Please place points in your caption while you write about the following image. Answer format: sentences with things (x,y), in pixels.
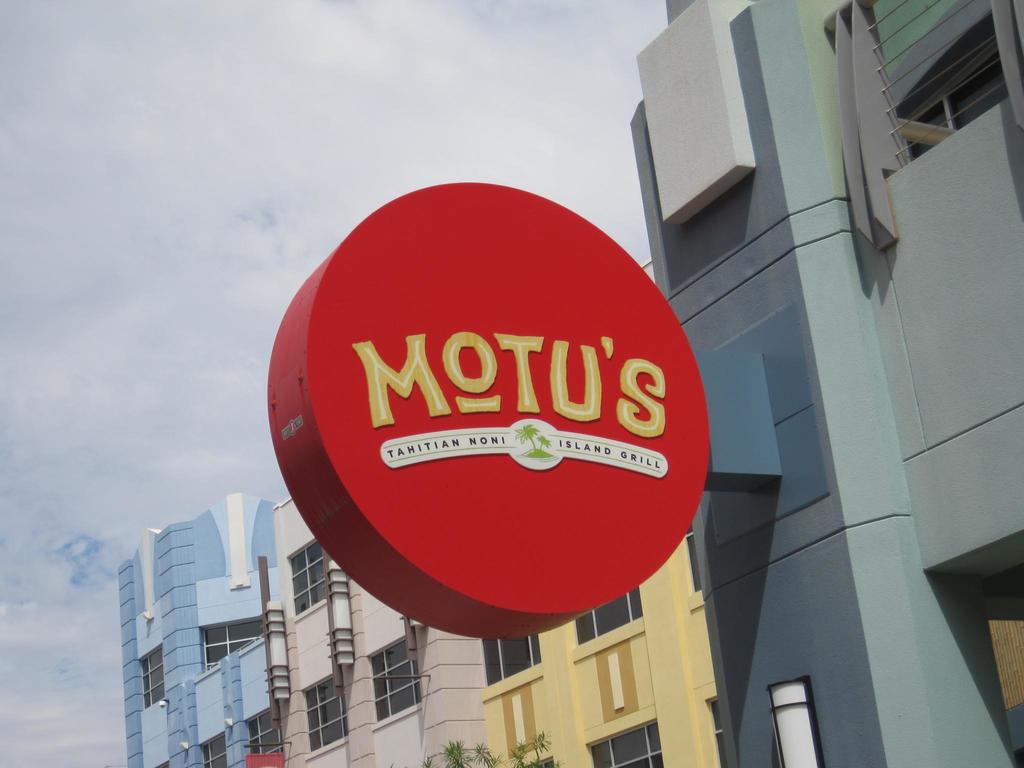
In this picture I can observe a red color board (349,383) fixed to the wall (772,117) of the building (751,334). I can observe some text (421,361) on the board (416,412). In the background (663,677) there are buildings (312,663) and some clouds (274,169) in the sky (171,431).
